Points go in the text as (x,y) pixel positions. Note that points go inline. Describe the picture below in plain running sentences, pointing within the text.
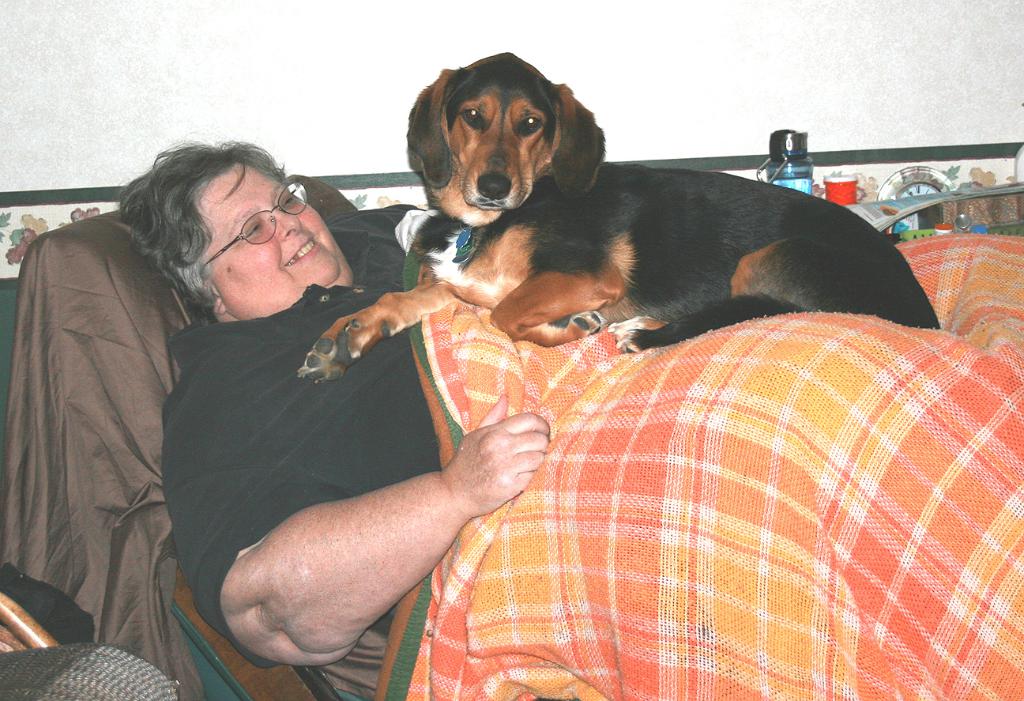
In this image I see a woman (258,159) who is lying on the chair (245,694) and there is a dog (797,204) on her. I can also see that she is smiling. In the background (8,76) I see the wall (903,126) and a bottle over here.
